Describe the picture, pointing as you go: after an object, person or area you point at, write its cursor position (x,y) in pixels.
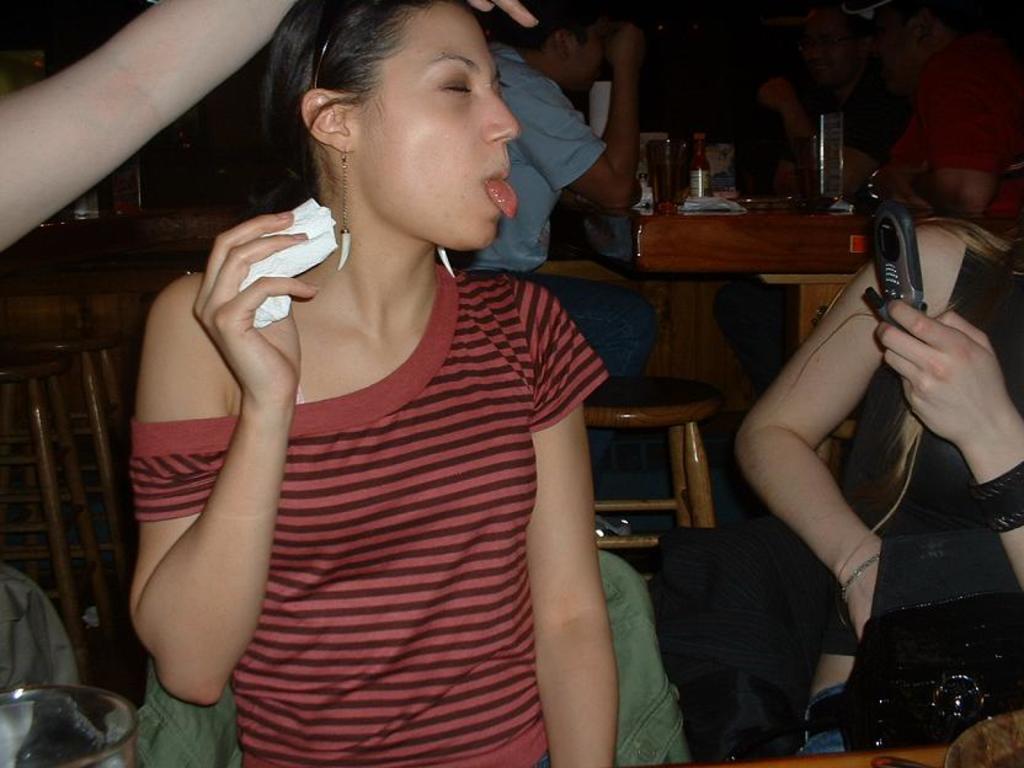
In this picture I can see there is a woman (463,104) sitting and there is another woman (903,453) sitting next to her and she is clicking the pictures. There are few wooden chairs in the backdrop (624,120), there are a few people (810,124) sitting. The backdrop of the image (733,198) is a bit dark.
